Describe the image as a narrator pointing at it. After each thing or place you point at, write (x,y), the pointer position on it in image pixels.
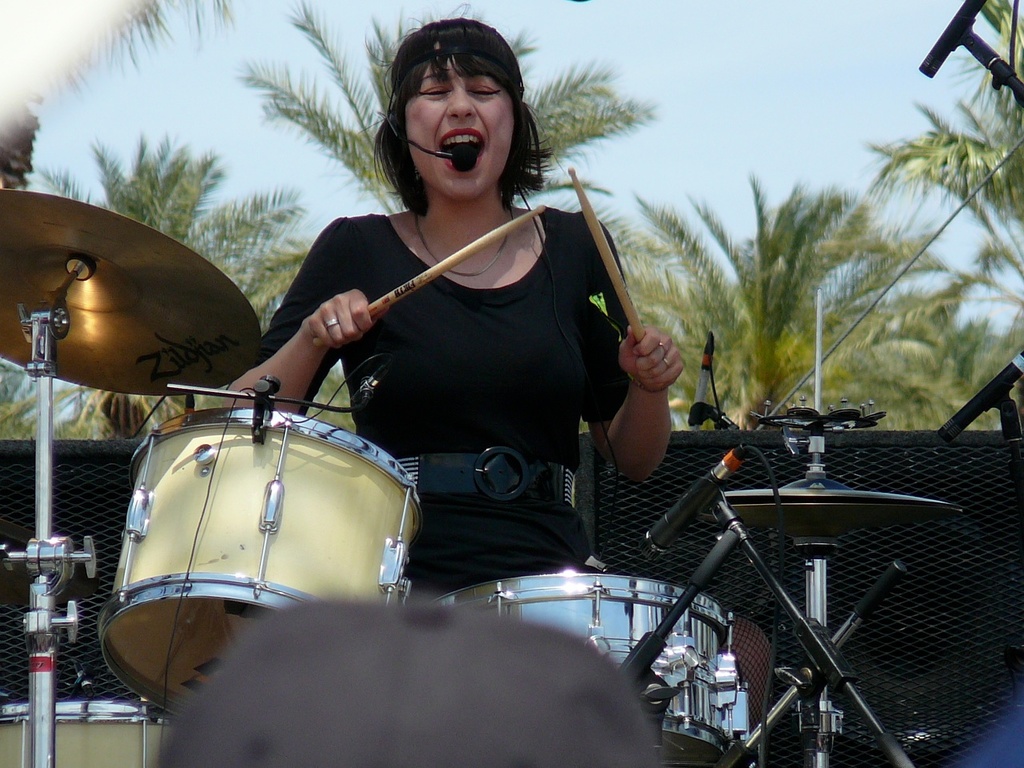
In this image we can see a woman (468,364) wearing black dress (535,388) is holding two sticks (400,289) in her hands (661,382). In the foreground (834,526) we can see group of musical instruments (174,446) and a microphone (717,479) on a stand (736,537). In the background (980,210), we can see a group of trees (168,416) and the sky (744,166).
